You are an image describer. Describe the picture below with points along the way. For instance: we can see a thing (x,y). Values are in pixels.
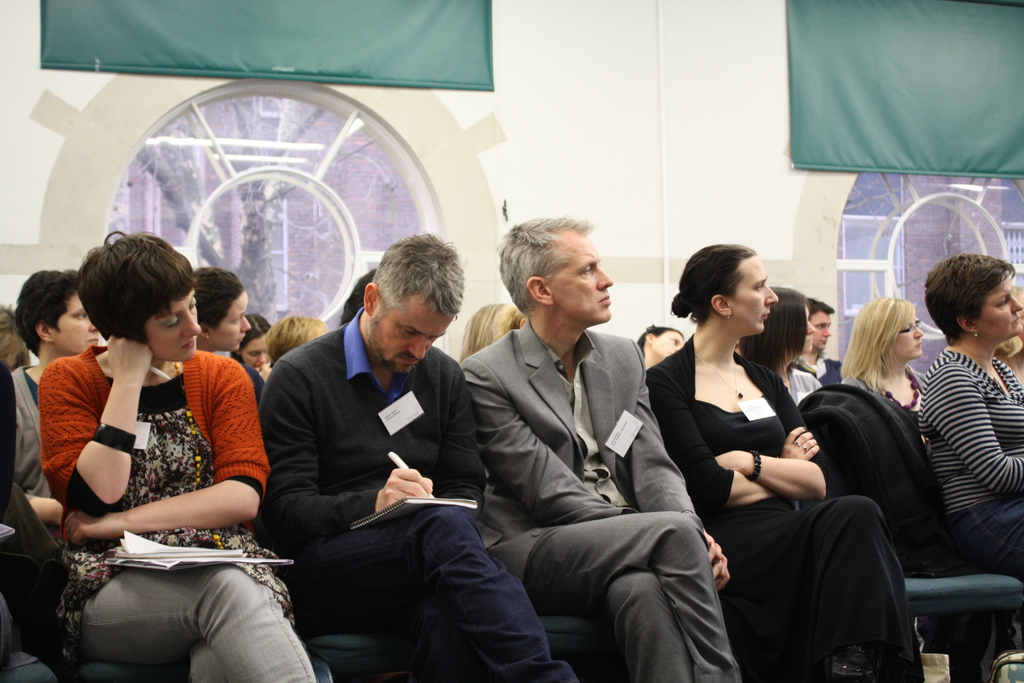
In the front of the image (574,523) I can see people (580,470) are sitting on chairs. Among them two people (96,514) are holding objects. In the background of the image (906,237) there is a wall (769,235), windows (377,197) and banners (912,133). Near them there are books (206,555).
